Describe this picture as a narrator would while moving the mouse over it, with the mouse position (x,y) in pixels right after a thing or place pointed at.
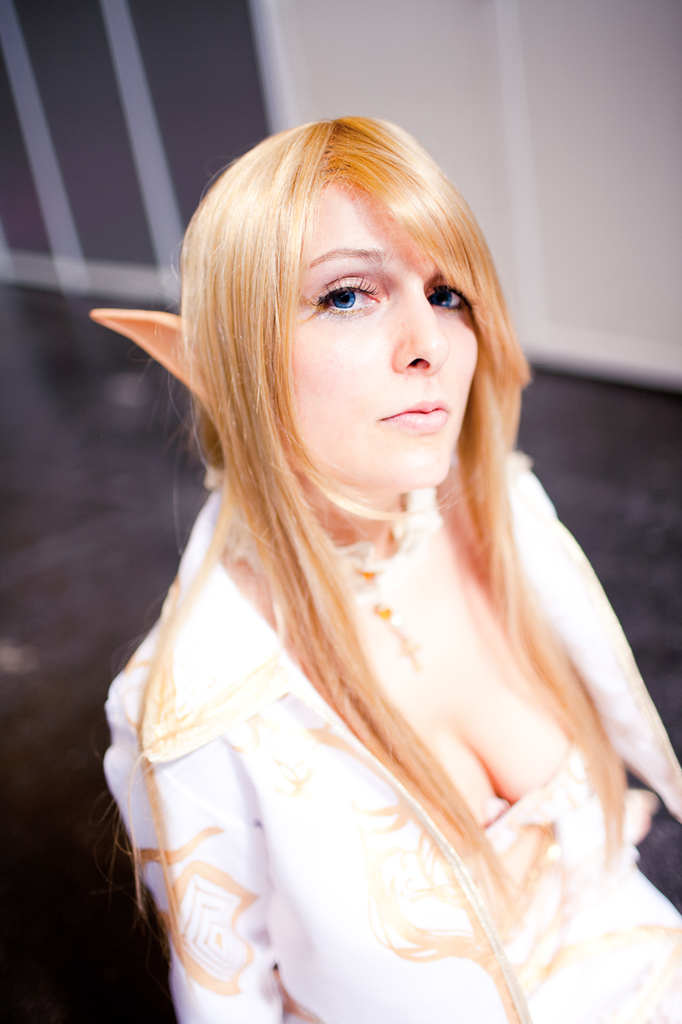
In this image we can see a lady (365,564). In the background (401,97) there is a wall (313,113).
